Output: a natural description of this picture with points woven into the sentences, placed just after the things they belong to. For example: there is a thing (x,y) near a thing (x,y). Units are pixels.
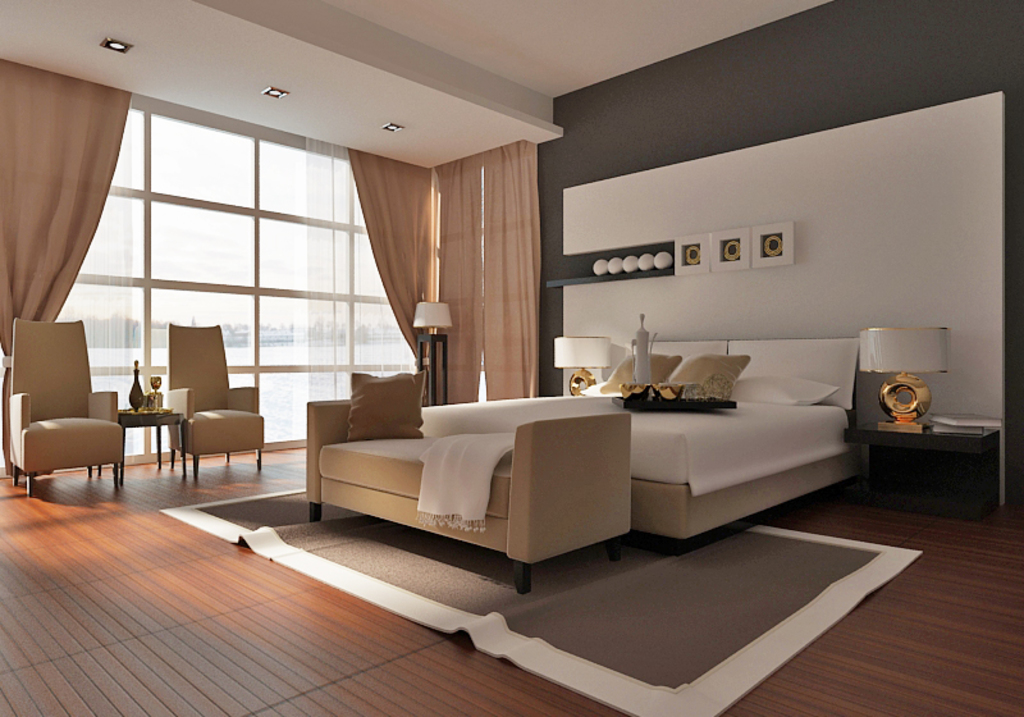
This is the inside picture of the room (312,492). In this image there is a bed (722,446). On top of it there are pillows (713,378). There are cups (658,400) in a tray (671,407). Beside the bed (748,415) there are lamps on the table (927,451). There are books (957,430). At the bottom of the image (525,611) there is a mat (555,633) on the floor (323,634). There is a sofa (555,496). On top of the sofa (361,452) there is a pillow (371,430). There is a towel (457,500). There are chairs (58,426). There is a table (155,420). On top of it there are a few objects (153,398). There is a glass window (226,270) through which we can see the buildings (290,333). There are curtains (408,239). On top of the image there are false ceiling lights (109,41). In the background of the image (786,76) there is a wall (803,71).
